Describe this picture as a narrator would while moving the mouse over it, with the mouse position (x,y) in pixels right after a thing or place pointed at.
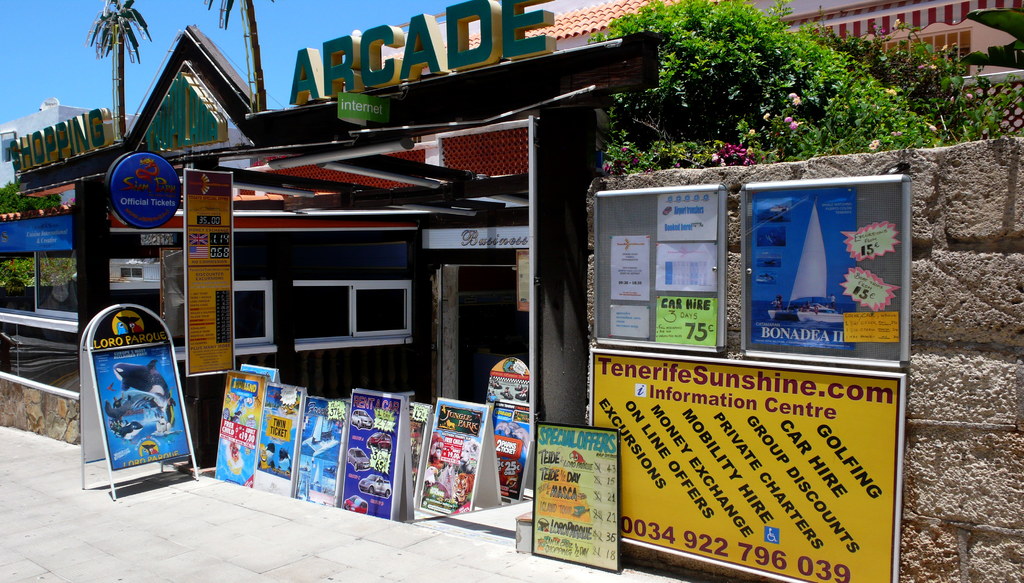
In this image I can see number of boards (340,420), wall (975,403), trees (766,158), building (565,144) and the sky (22,72). I can see something is written on these boards (453,436) and over there I can see one more building (68,113).
